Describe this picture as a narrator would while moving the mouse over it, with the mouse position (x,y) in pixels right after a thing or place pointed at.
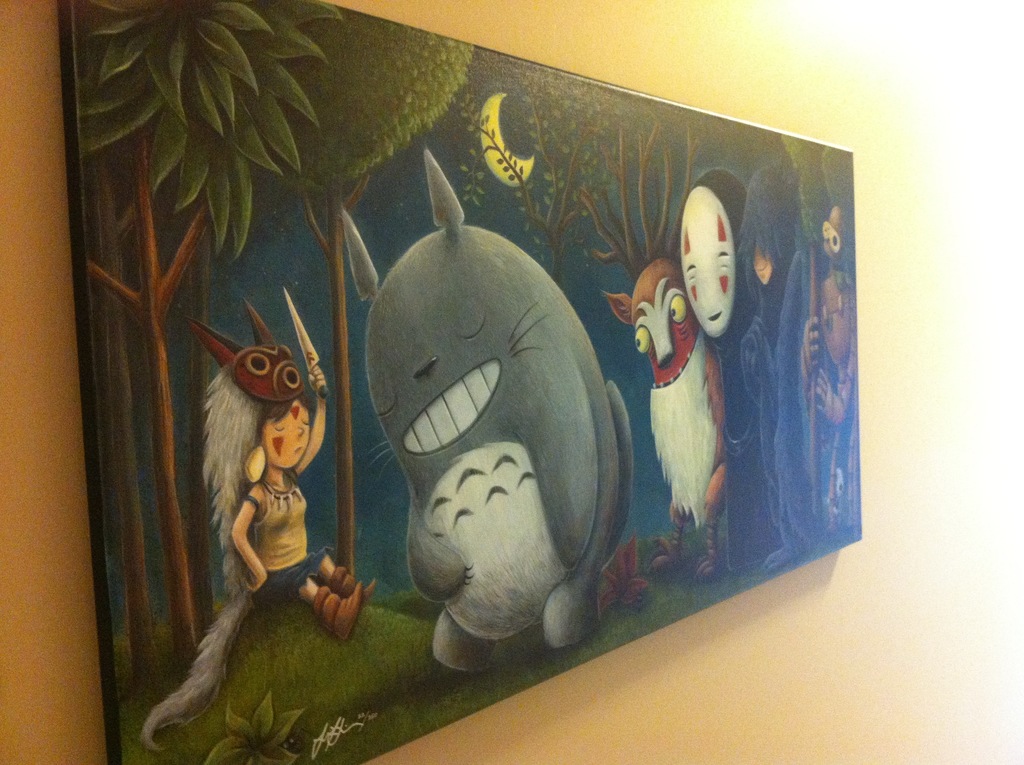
This image consists of a painting (590,352). On that there are cartoons (430,430). It is placed on a wall (55,701).
